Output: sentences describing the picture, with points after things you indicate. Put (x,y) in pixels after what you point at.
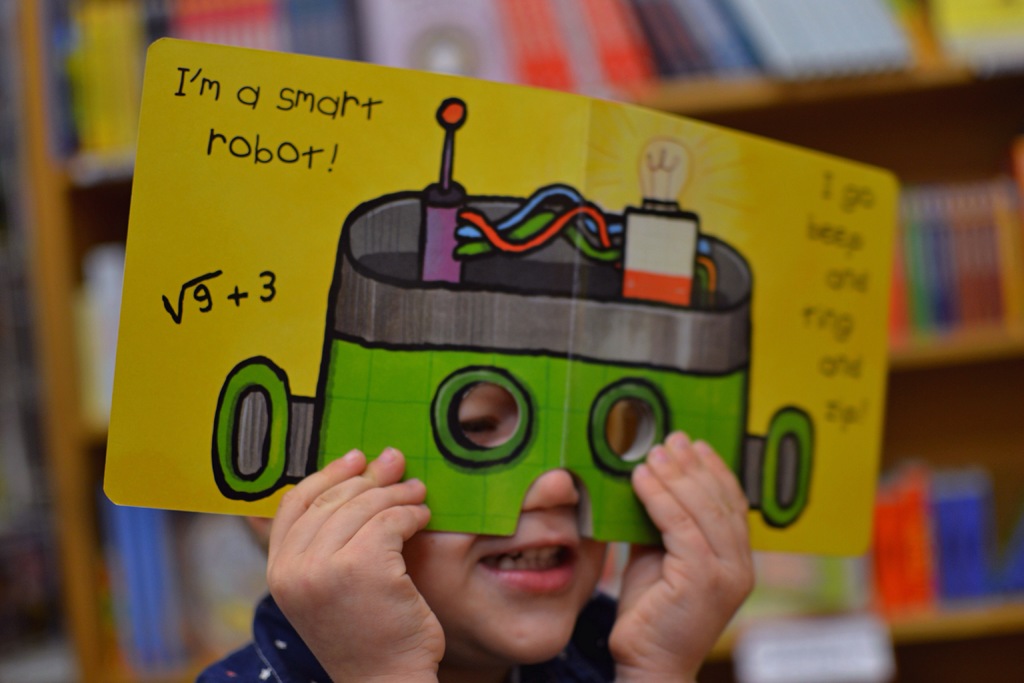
In the image there is a boy (530,527), he is wearing a mask (201,468) which has some paintings (463,319) and texts (234,159) on it. He is holding the mask (428,450) with his both hands (709,593) and the background of the boy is blur.
